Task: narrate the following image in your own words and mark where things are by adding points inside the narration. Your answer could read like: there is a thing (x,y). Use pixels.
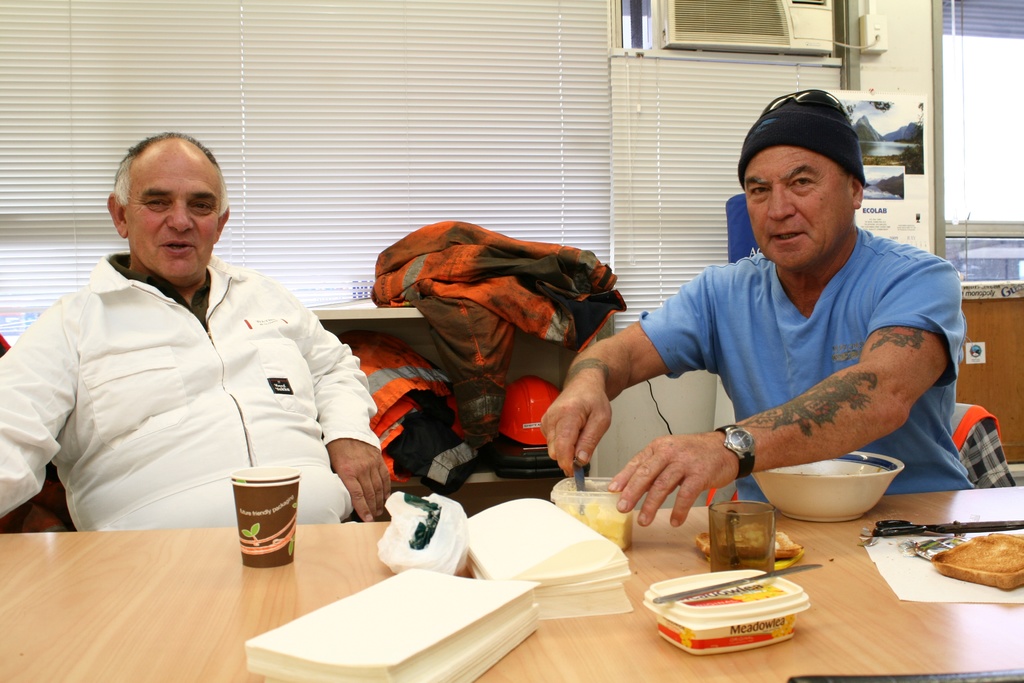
In this picture we can see two person (833,388) are sitting in front of a table (861,605), there are some papers (931,598), a plastic box (710,618), a bowl (855,507), two glasses (747,555), scissors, some food (977,559) present on the table (858,596), in the background (367,100) we can see window blinds (466,199), at the bottom (490,456) there is a shelf (486,460), we can see clothes (459,401) and a helmet (520,428) present on the shelf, a man (729,365) on the right side (730,390) is holding a knife (579,474).
